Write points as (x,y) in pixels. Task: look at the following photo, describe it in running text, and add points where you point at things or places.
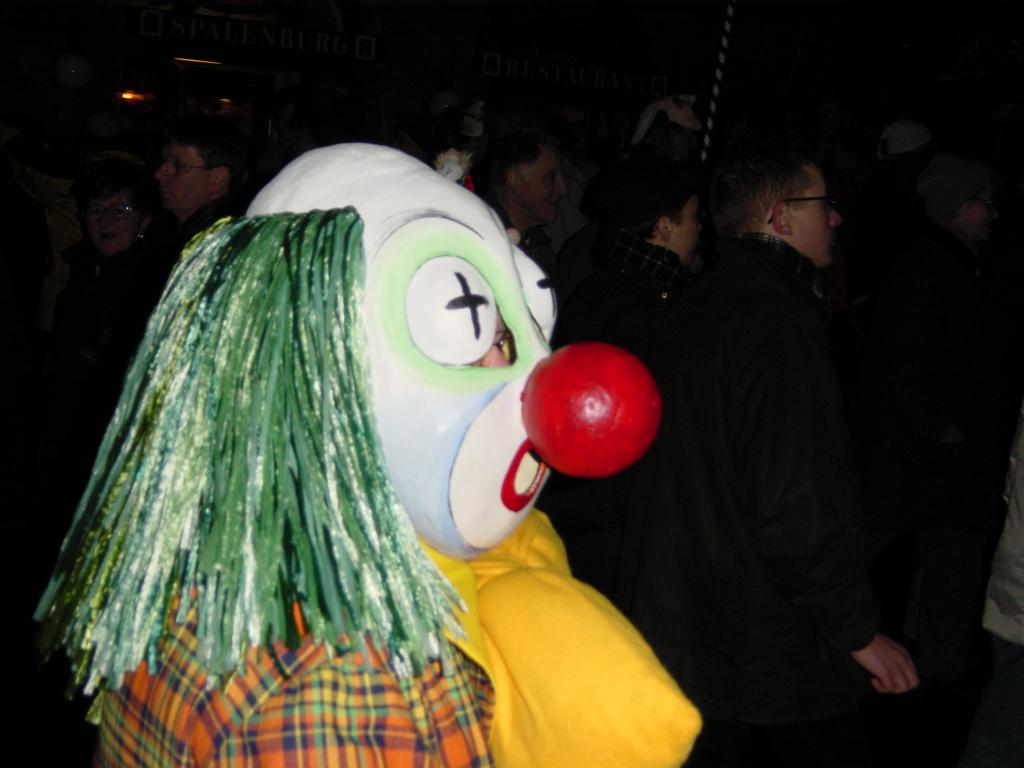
This picture seems to be clicked outside. In the foreground (512,274) there is person (326,459) dressed up like a clown (504,574). In the background (841,312) we can see the group of people (888,204) and some other objects (121,94).
